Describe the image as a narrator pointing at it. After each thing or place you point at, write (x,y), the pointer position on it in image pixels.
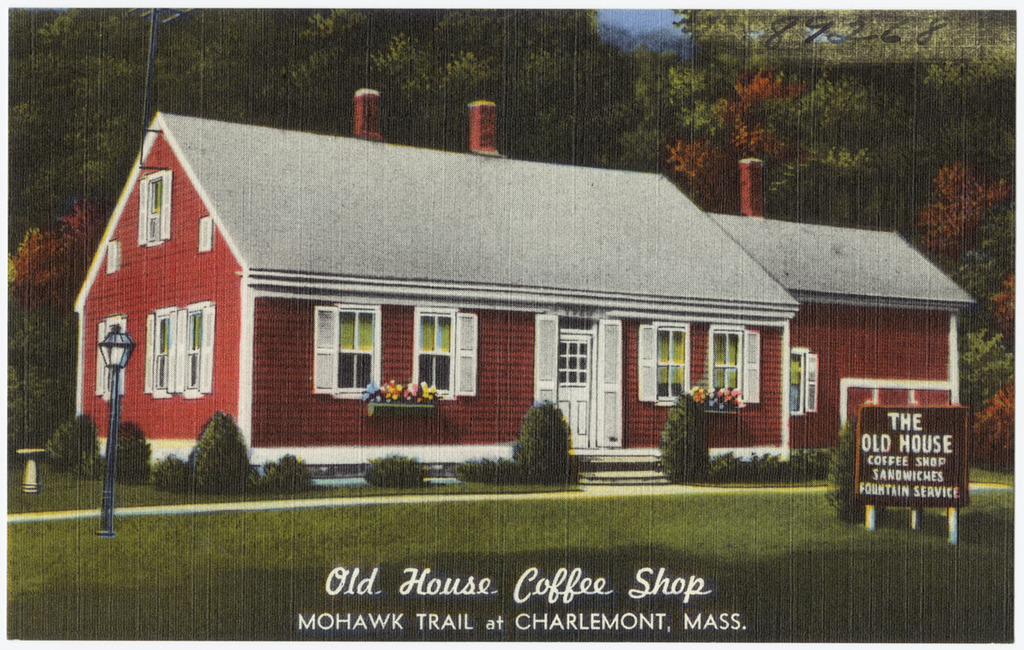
In this picture we can see a text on a board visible on the poles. There is some text (365,629) visible at the bottom of the picture (352,619). Some grass (987,506) is visible on the ground (678,628). We can see some flower pots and a few windows (447,338) on a house (512,272). Few trees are visible in the background (592,63). Sky (625,23) is blue in color.
